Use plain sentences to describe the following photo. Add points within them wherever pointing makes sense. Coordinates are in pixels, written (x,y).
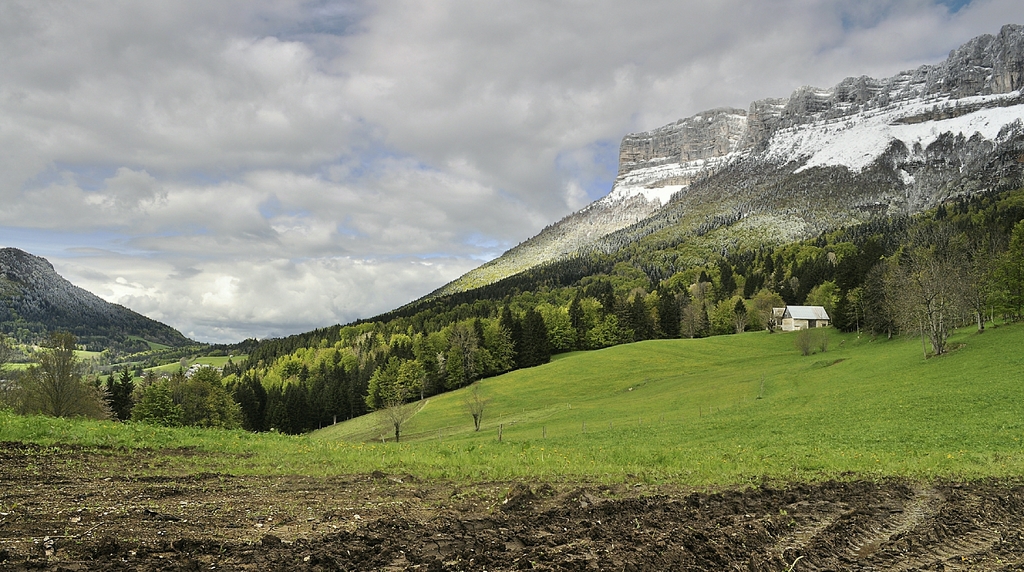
On the left side (35,494), there is a dry land (347,548). On the right side (1022,316), there are two buildings (819,310), trees (677,273) and grass (917,403) on a hill (860,445). In the background (838,135), there are mountains (854,128) and there are clouds (352,154) in the sky (348,179).
